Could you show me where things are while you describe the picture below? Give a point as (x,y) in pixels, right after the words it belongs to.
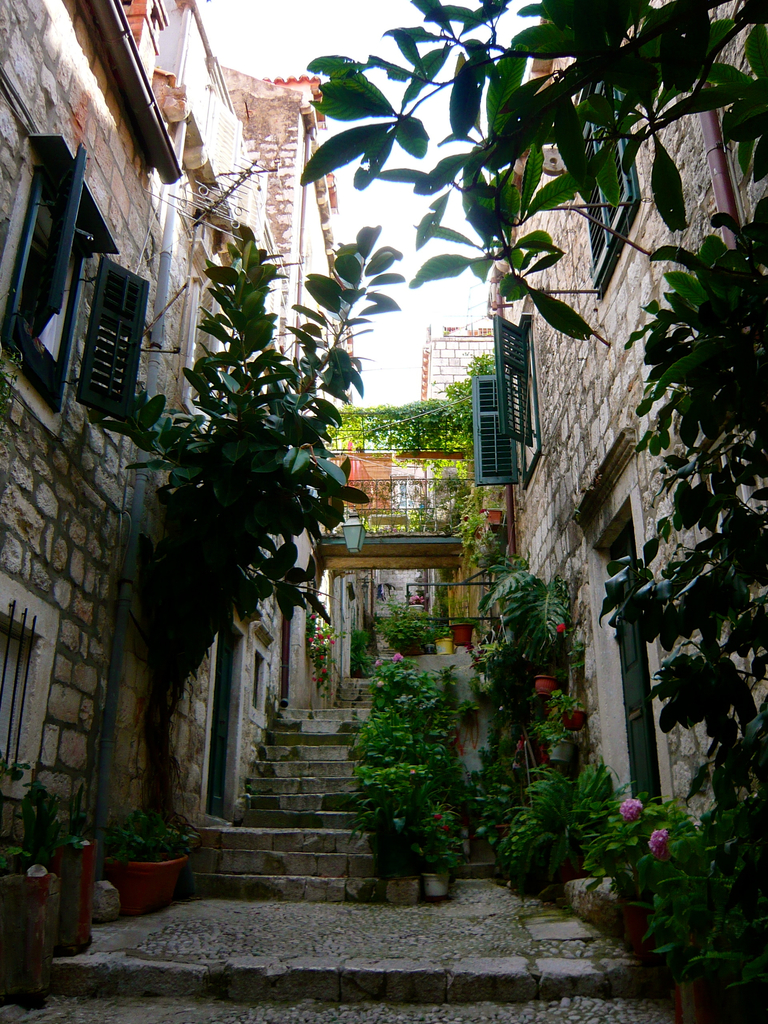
In this picture I can see some buildings (132,250), trees (653,125), potted plants (146,879) and some staircases (320,766).
